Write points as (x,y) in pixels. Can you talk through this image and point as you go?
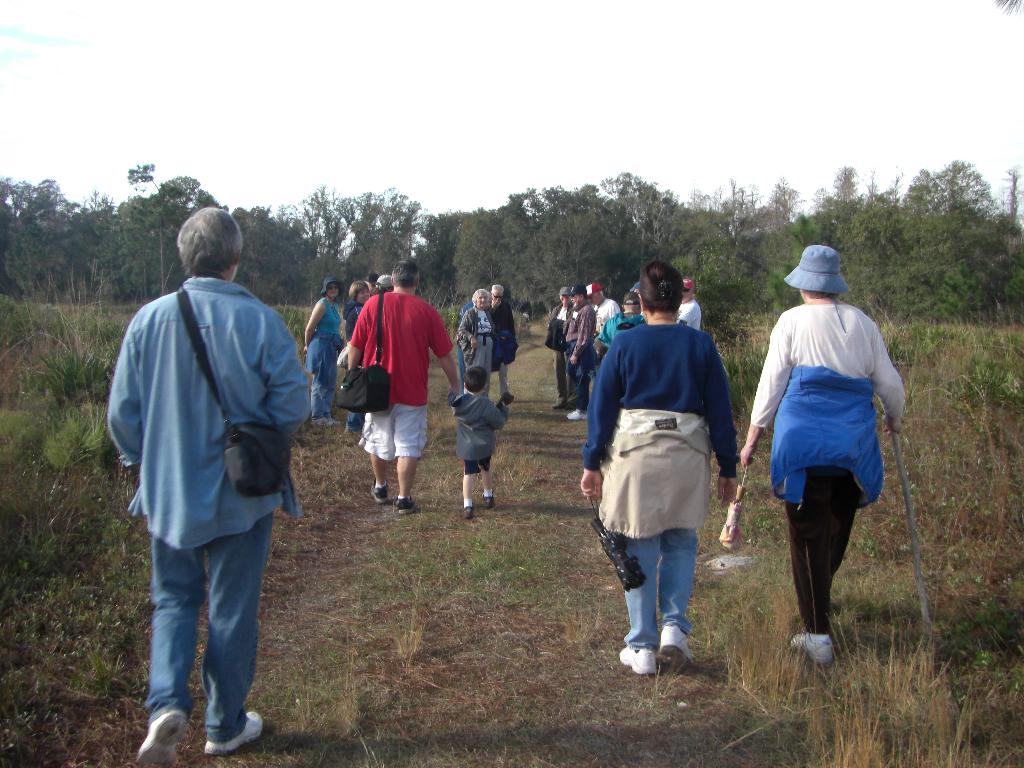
In this image we can see some people (684,393) standing, carrying bags (214,385) and holding objects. And we can see the dried grass (78,401) and trees (351,249). At the top (542,73) we can see the sky (401,63).
